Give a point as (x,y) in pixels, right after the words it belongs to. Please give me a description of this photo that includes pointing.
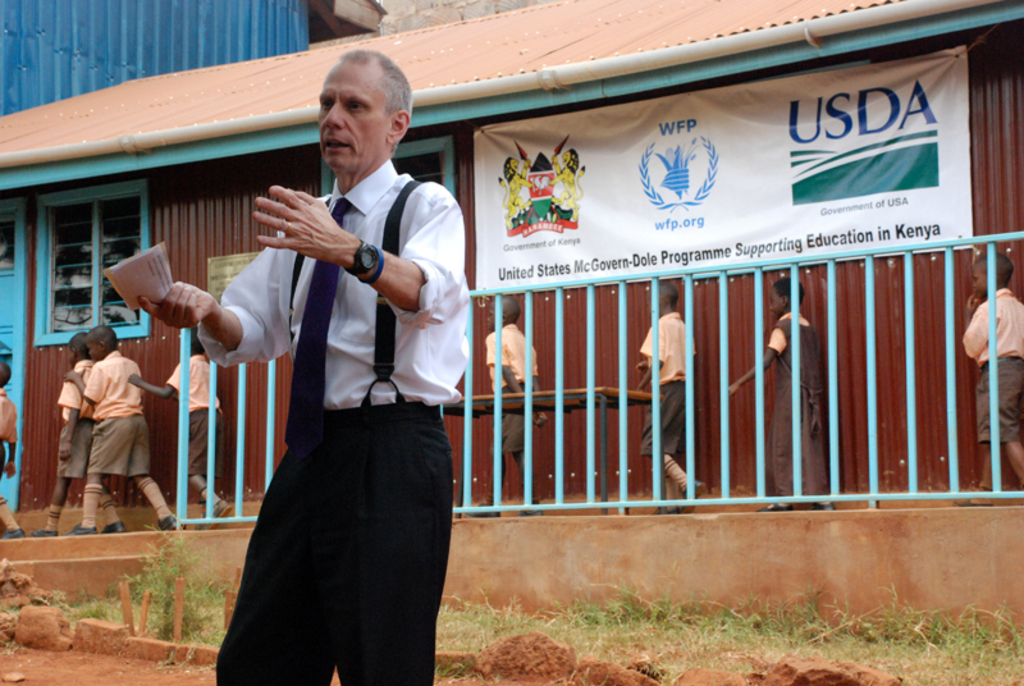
In the foreground of the picture (365,415) there is a person (320,345) standing. In the center of the picture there are grass (219,614), soil (40,594) and stones (516,664). In the background (297,167) there are kids (513,379), railing (624,400), deck (612,396), building (139,124), banner (513,199), window (100,282) and doors (7,311).
